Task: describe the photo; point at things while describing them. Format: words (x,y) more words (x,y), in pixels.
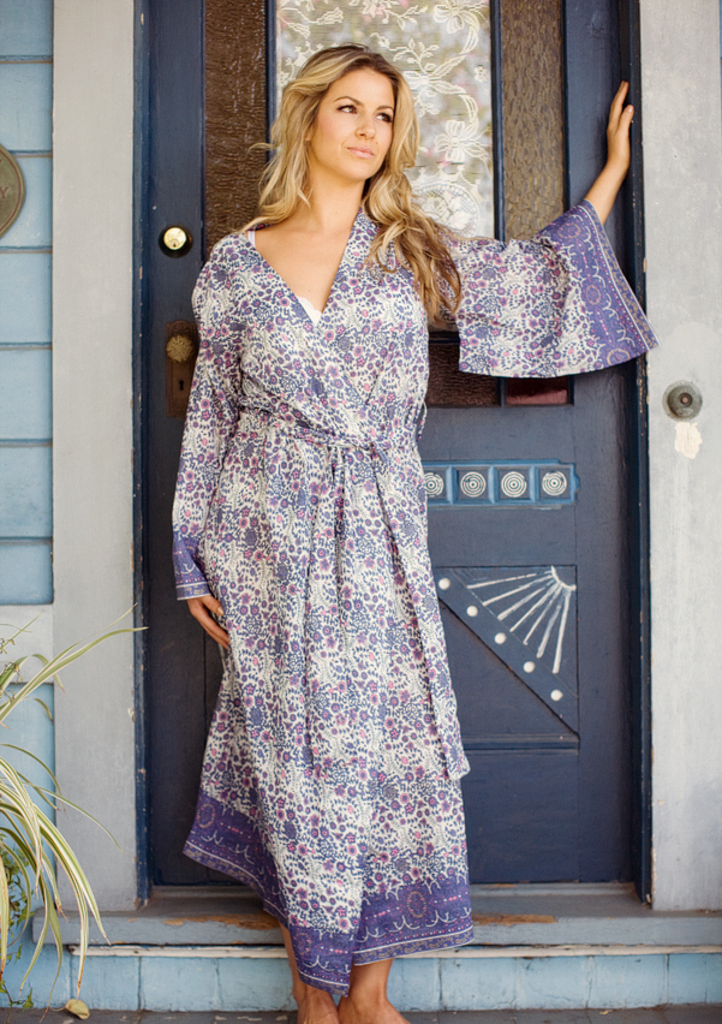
In this picture we can see a woman (346,489) standing, leaves (80,885) and at the back of her we can see the wall (114,45), door (458,53).
